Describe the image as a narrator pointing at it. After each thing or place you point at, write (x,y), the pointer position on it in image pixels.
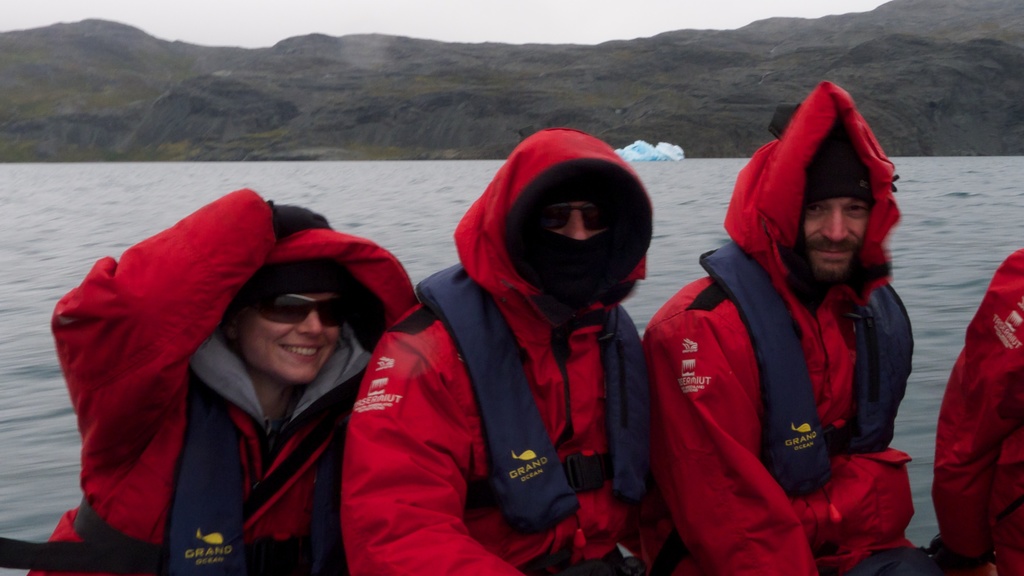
At the bottom (504,402) I can see few people (429,435) wearing red color jackets (136,432) and looking at the picture. The woman (262,308) is smiling who is on the left side (167,456). In the background (371,229), I can see the water (327,204) and a hill (268,69). At the top of the image (270,22) I can see the sky (282,21).
